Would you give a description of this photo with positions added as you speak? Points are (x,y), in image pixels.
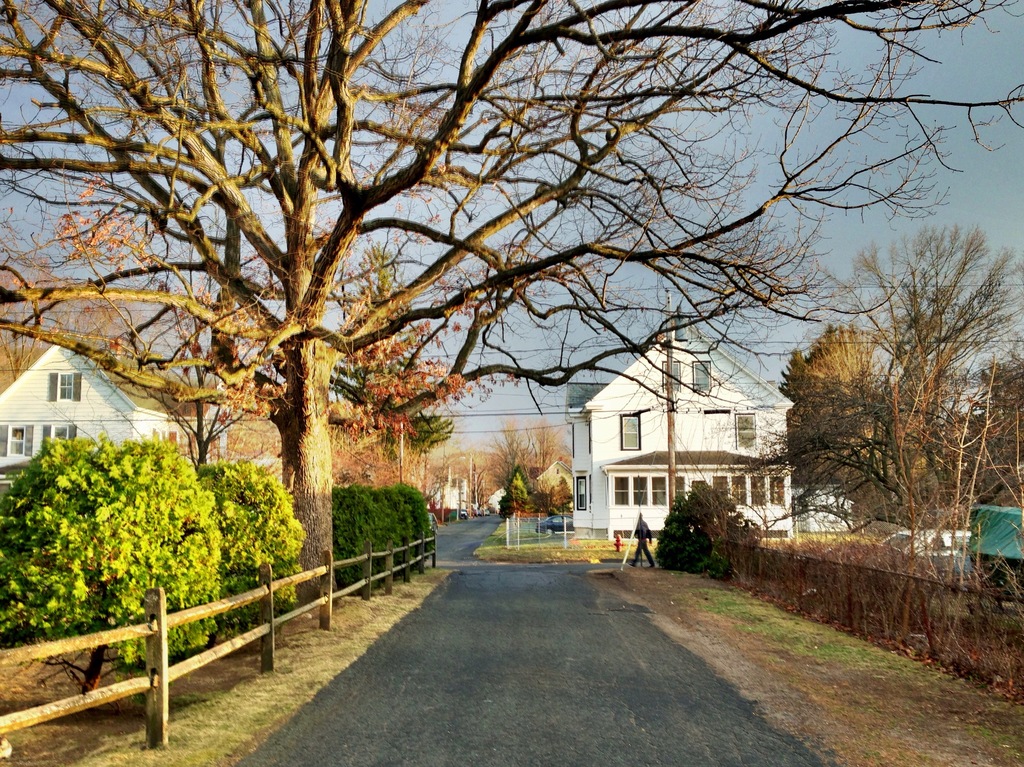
At the bottom of the image (457,614) there is road (365,746). On the left side of the road (585,717) there is fencing (317,568). Behind the fencing (153,627) there are trees (56,518). And on the right side of the image (883,579) there is fencing (802,588). Behind the fencing (896,601) there are trees (682,518). In the background (627,496) there are houses (695,395) with roofs (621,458), walls (647,435) and windows (54,435). And also there is sky (583,222) in the background (834,104).
